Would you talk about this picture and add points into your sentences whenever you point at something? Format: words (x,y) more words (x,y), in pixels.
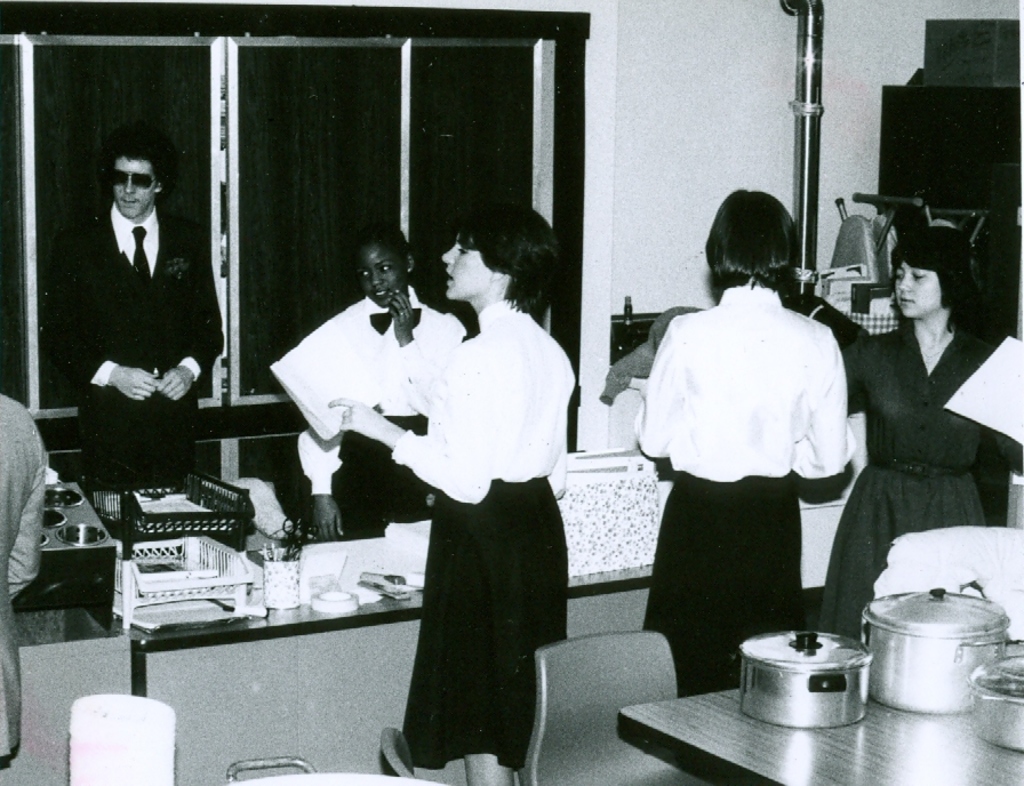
It is a black and white image, the picture is taken inside the kitchen (982,178) and there are many equipment (116,561) like stove (79,585), trays (213,583), vessels (750,648) and many more. All the people (491,360) were busy in making the arrangements and on the left (89,330) a man (75,364) is standing and he is wearing a blazer (116,282) and also goggles (138,175), behind the man (125,203) there is a window (406,68) and beside the window (389,74) there is a wall (705,153), there is a pipe (811,173) kept in front of the wall (774,142).
